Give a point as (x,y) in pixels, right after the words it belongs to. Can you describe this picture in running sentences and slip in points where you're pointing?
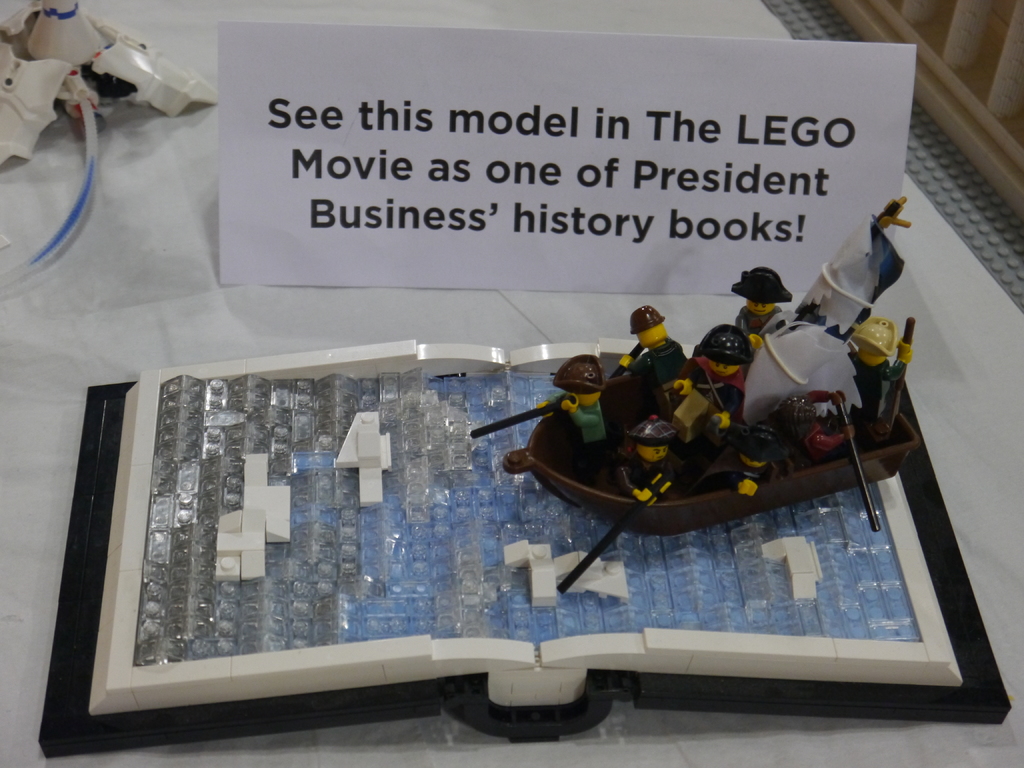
In this picture we can see the model (364,596) of the Lego (560,365). We can see some text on a whiteboard (524,272). There are a few objects (69,45) visible on a white surface (153,190).
